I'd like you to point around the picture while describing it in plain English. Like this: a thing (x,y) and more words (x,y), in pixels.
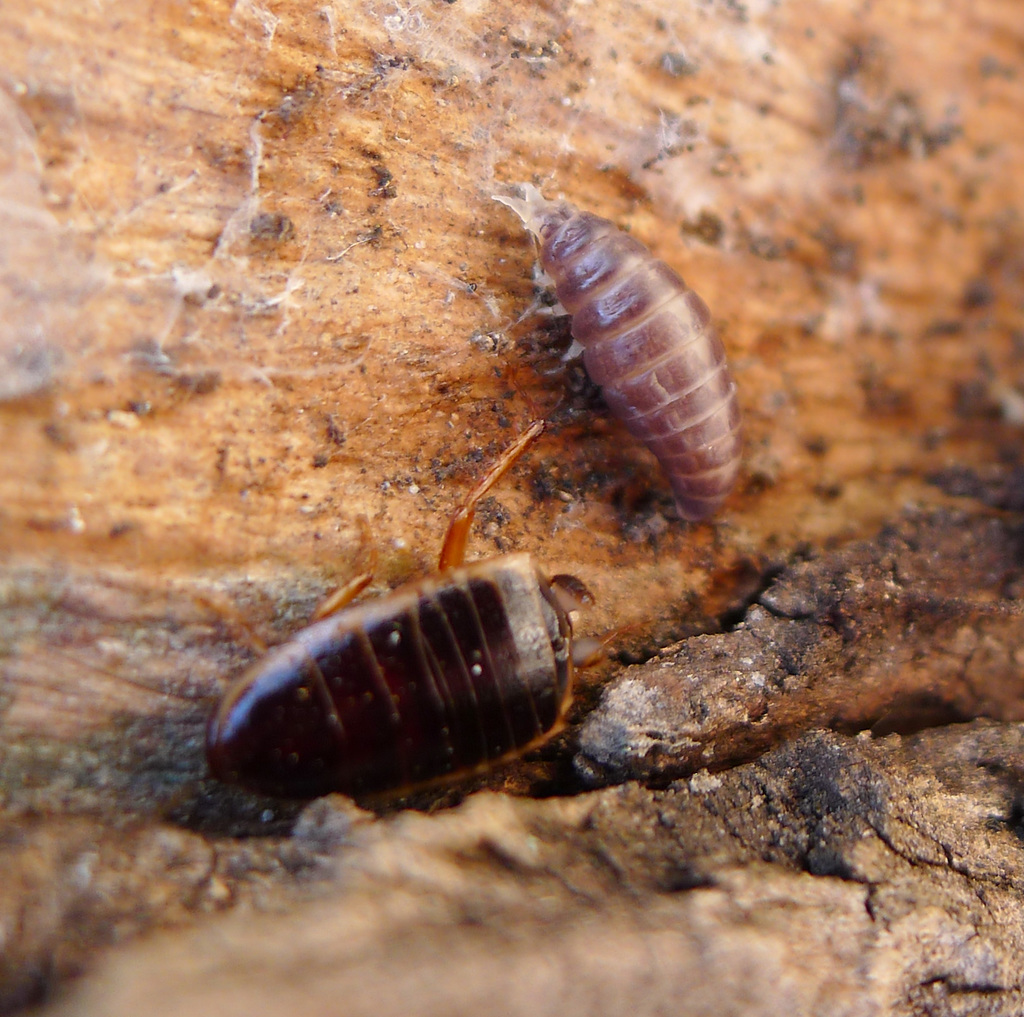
There are two insects (417,594) on a brown color surface (626,848).
